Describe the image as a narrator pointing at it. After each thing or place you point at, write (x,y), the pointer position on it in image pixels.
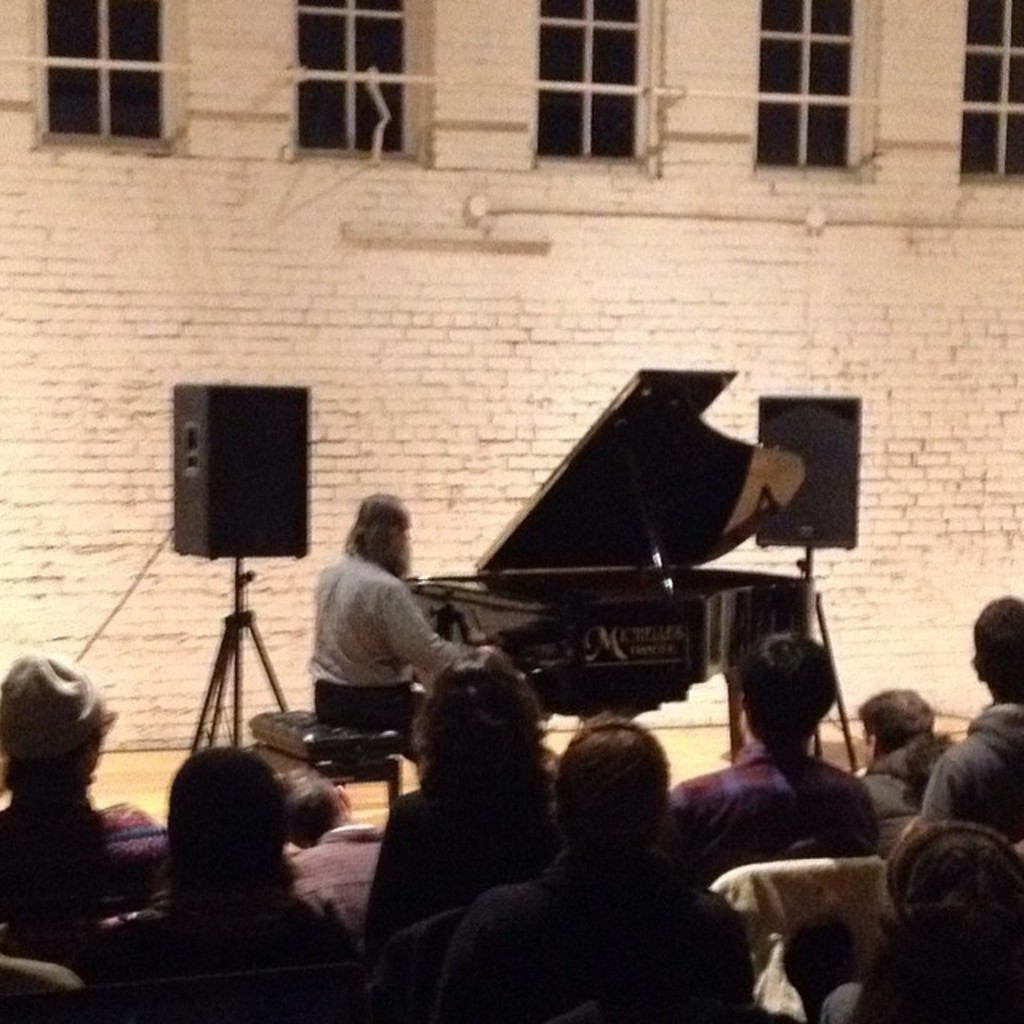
in this picture there is a man (387,539) who is sitting at the left side of the image (335,594) and there is a piano (709,385) at the center of the image (550,572) in front of him, and there is a speaker (307,423) at the left side of the image (190,389) and there are people (1008,608) those who are sitting in front of him, in the audience place (442,857) and there are windows (829,28) around the above area of the image.
